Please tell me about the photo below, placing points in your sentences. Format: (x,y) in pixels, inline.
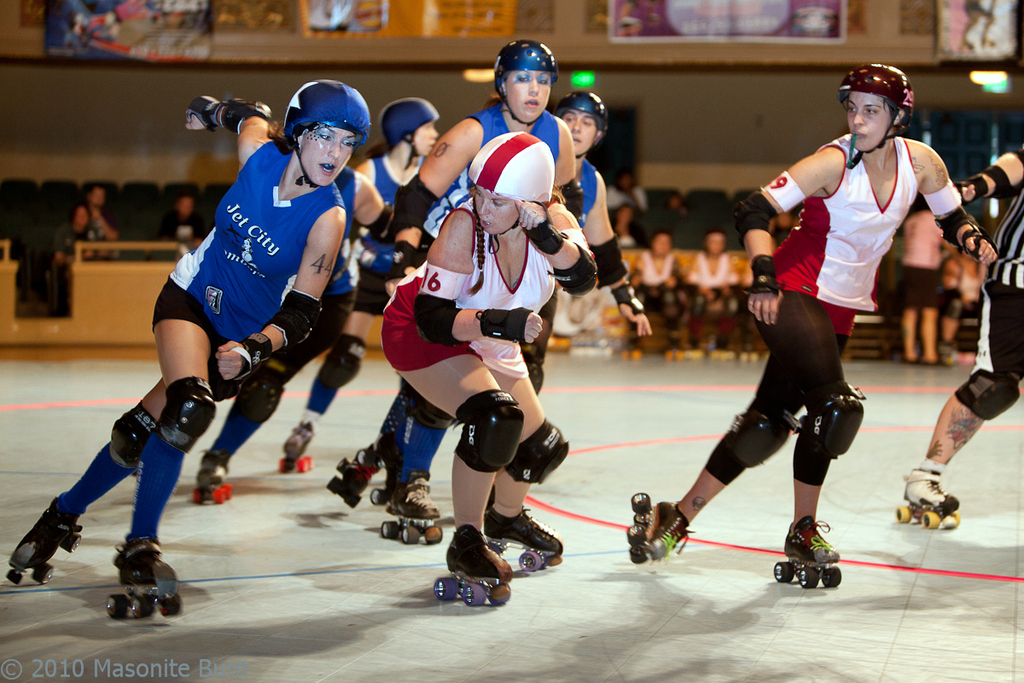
In this image I can see people (422,195) are doing roller skating. In the background (626,219) I can see people (629,230) sitting on chairs (691,218). These people (533,217) are wearing helmets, knee pads (847,398) and roller skates (436,582). Here I can see a watermark (77,663).
